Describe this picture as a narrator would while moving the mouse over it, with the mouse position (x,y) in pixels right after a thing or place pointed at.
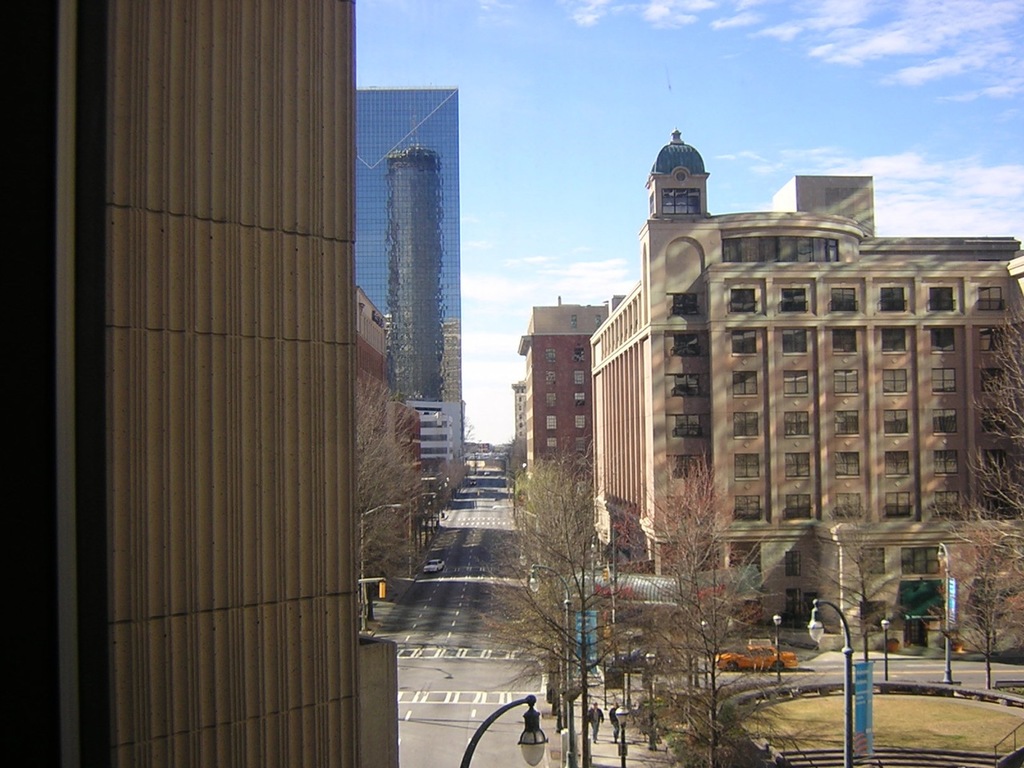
In this image, we can see few buildings (311,572), walls (537,442), windows (903,335), trees (382,436). At the bottom (490,609), we can see roads (491,711), few vehicles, people (609,725), poles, street lights (885,664), banners (863,711). Background (953,83) there is a sky (715,167).
